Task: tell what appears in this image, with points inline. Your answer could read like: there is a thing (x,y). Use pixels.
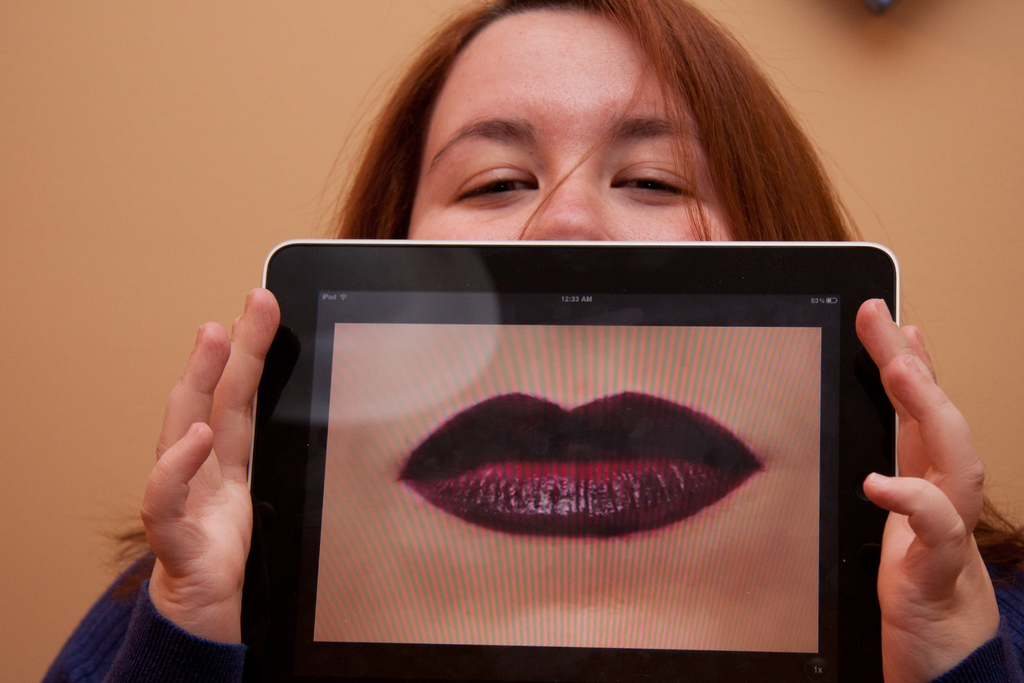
The picture consists of a woman (177,624) holding an electronic gadget (490,472), in the gadget (551,465) we can see the lips (517,428). The background (874,123) is blurred.
